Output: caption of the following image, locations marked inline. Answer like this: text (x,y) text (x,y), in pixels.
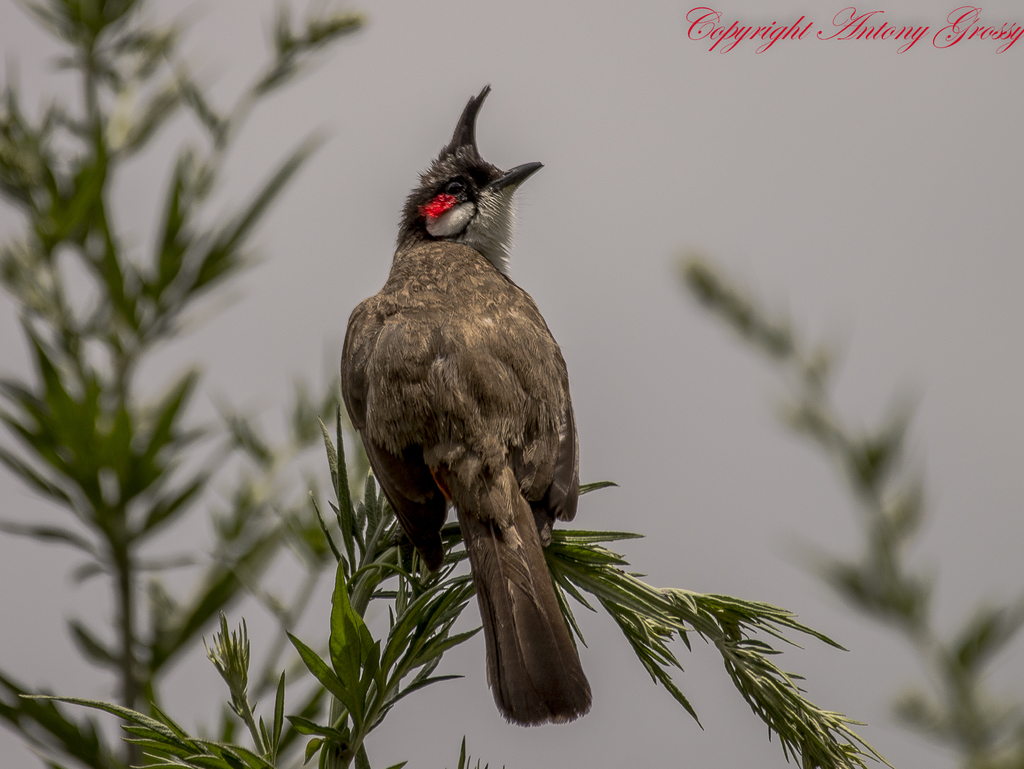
In this image we can see a bird (470,340) on a stem (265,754) with leaves (555,547). In the background (664,580) it is blur. Also there are branches (150,334). In the right top corner (854,24) there is something written.
